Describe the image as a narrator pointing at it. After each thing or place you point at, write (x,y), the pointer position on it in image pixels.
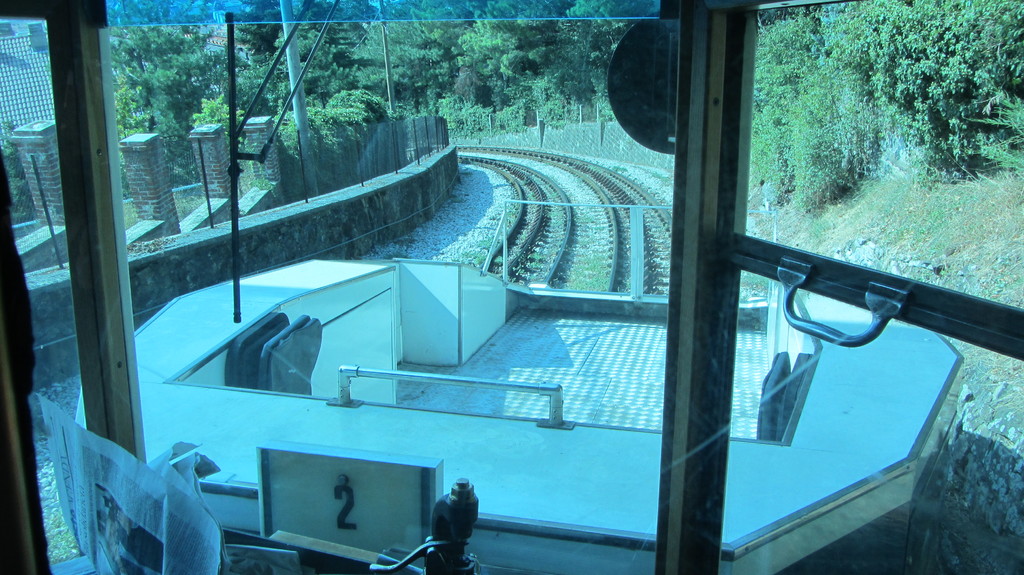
In this image, we can see an inside view of a train (727,442). There are tracks (654,248) in the middle of the image (543,279). There is a wall (141,270) on the left side of the image (46,323). There are some trees (538,70) and poles (296,55) at the top of the image (477,43).
